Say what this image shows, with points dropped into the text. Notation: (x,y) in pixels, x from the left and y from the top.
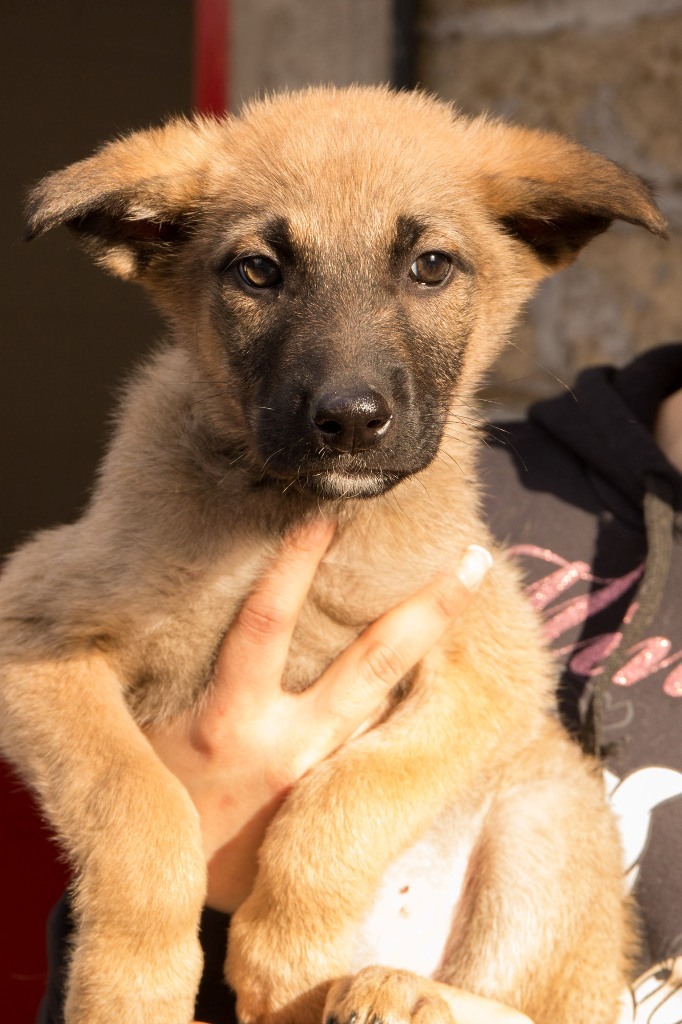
In this image we can see a person (652,798) holding a dog (191,492). In the background of the image (639,96) there is wall (388,53).
